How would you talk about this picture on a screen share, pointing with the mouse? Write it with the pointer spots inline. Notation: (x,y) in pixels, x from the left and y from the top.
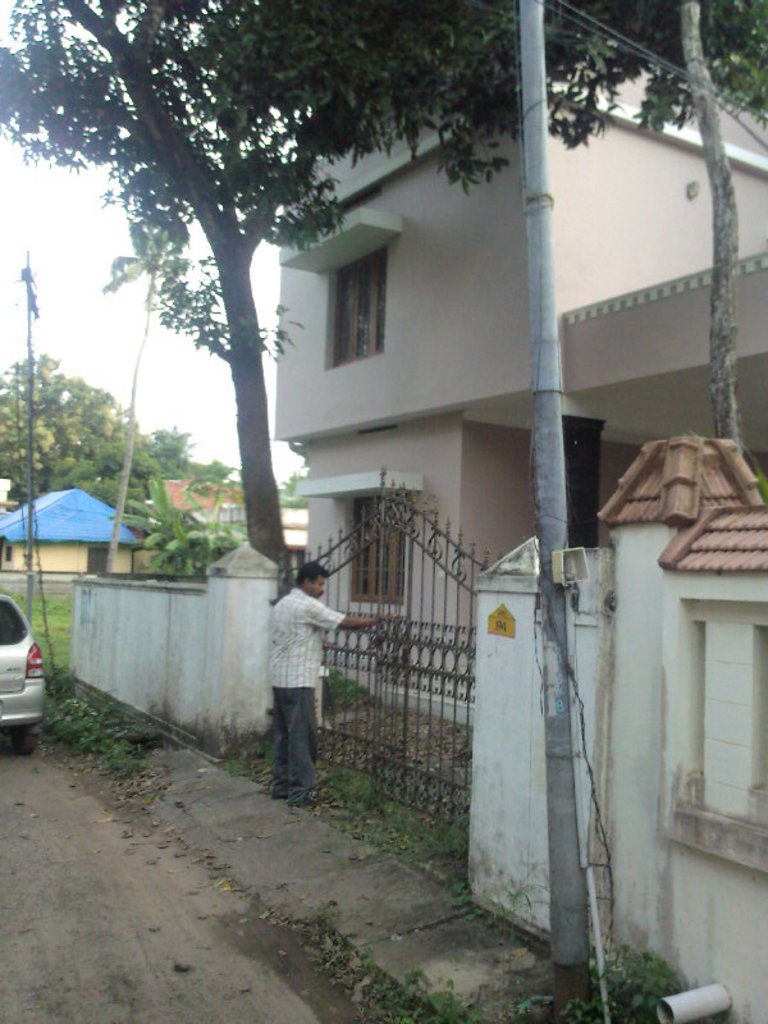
In this picture we can see houses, on the left side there is a person (311,645) standing, we can also see a pole (554,535) and a gate (361,687) on the right side (546,524), in the background (176,543) there are some trees (148,470) and grass (46,597), on the left side (21,658) we can see a car (24,687), there is the sky (44,192) at the top of the picture (92,209).
